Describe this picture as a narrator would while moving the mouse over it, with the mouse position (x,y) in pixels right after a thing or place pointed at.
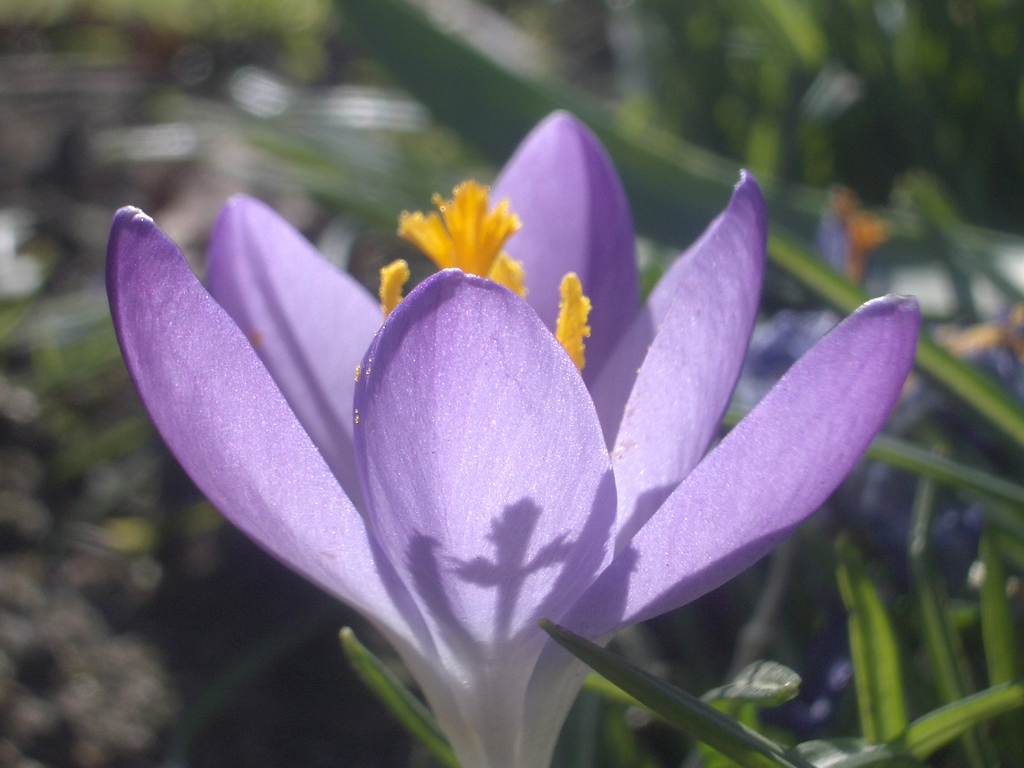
In the image we can see a flower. Behind the flower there are some plants (246,7). Background of the image (960,221) is blur.
